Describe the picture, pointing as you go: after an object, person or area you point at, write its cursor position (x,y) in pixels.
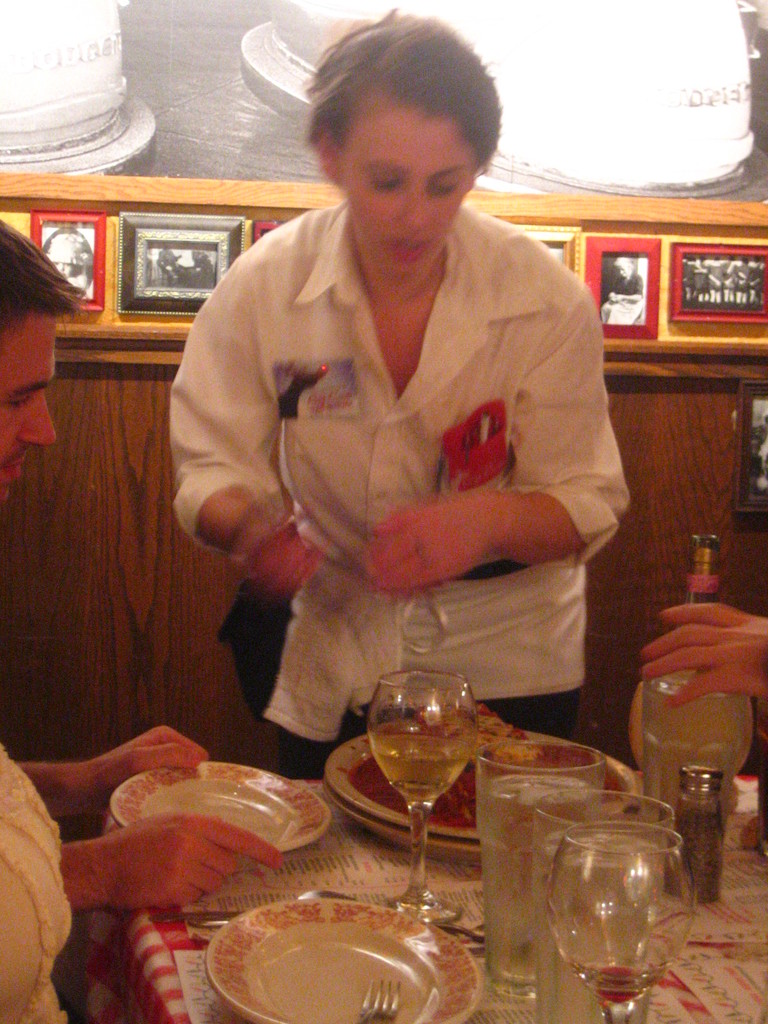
In this picture I see the table (426,880) in front (507,919) on which there are plates (460,842), glasses (586,816) and a bottle (676,713) and I see a man (4,308), a woman (244,344) and a person (715,613) near to the table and in the background (121,454) I see the wall (648,493) and I see few frames (656,328).
